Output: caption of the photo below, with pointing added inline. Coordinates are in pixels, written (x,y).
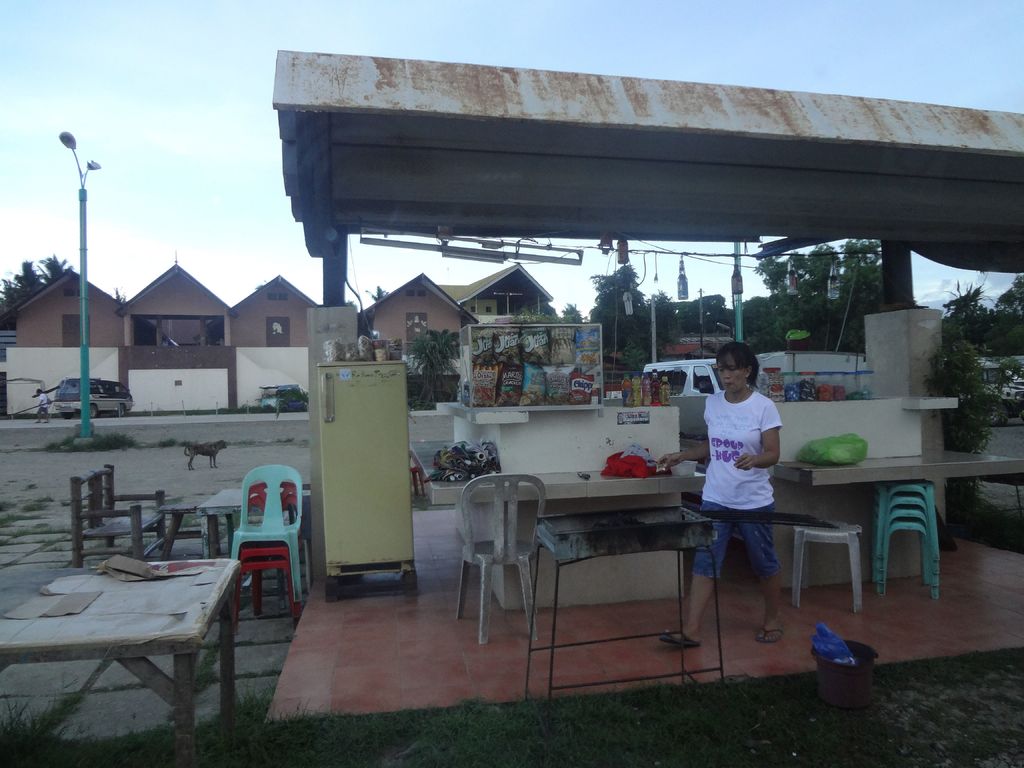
This picture is clicked at a shop (560,370). There is a shop (589,367) in the front (596,414) and there is a woman (753,487) walking at the shop (611,422). There is a refrigerator (402,454) and there are bottles (374,359) placed on it. There are chairs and tables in the image. At the below of the image there is grass (699,747) and on it there is a dustbin (844,692). There is tube light (488,260) and bottles (796,287) hanging to the ceiling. To the left corner (86,346) there is a street light (86,325) and beside it there is dog (219,444). In the background (234,359) there are houses (202,309), trees (759,310), vehicle (113,385) and sky (672,45).
